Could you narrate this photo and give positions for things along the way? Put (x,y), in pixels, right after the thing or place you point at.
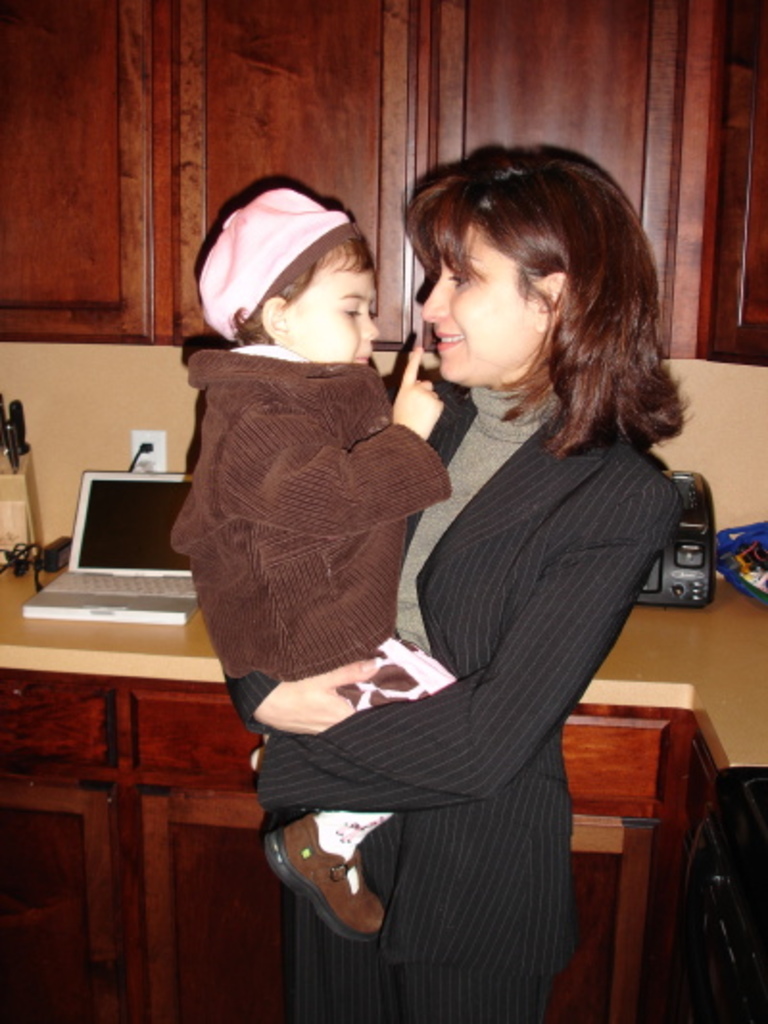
On the background (431,151) we can see cupboards (239,148), wall (89,402). We can see laptop (100,539), socket (153,454) and a device (685,600) on the table (689,659). Here we can see a women (561,539) standing and holding a baby (346,558) in her hands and smiling.
